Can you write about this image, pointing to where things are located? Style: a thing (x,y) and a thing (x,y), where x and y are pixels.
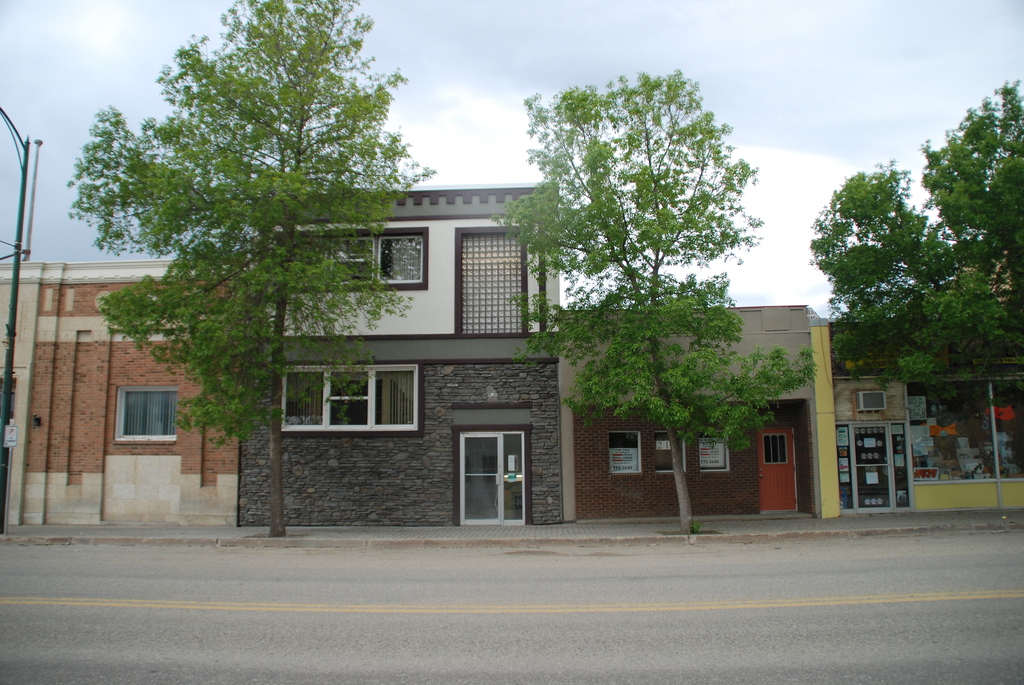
In the center of the image (424,368) there are buildings (556,419). At the bottom (579,618) there is a road (511,618). On the left (31,239) there are poles (19,248). We can see trees (260,293). In the background (522,60) there is sky (94,55).
